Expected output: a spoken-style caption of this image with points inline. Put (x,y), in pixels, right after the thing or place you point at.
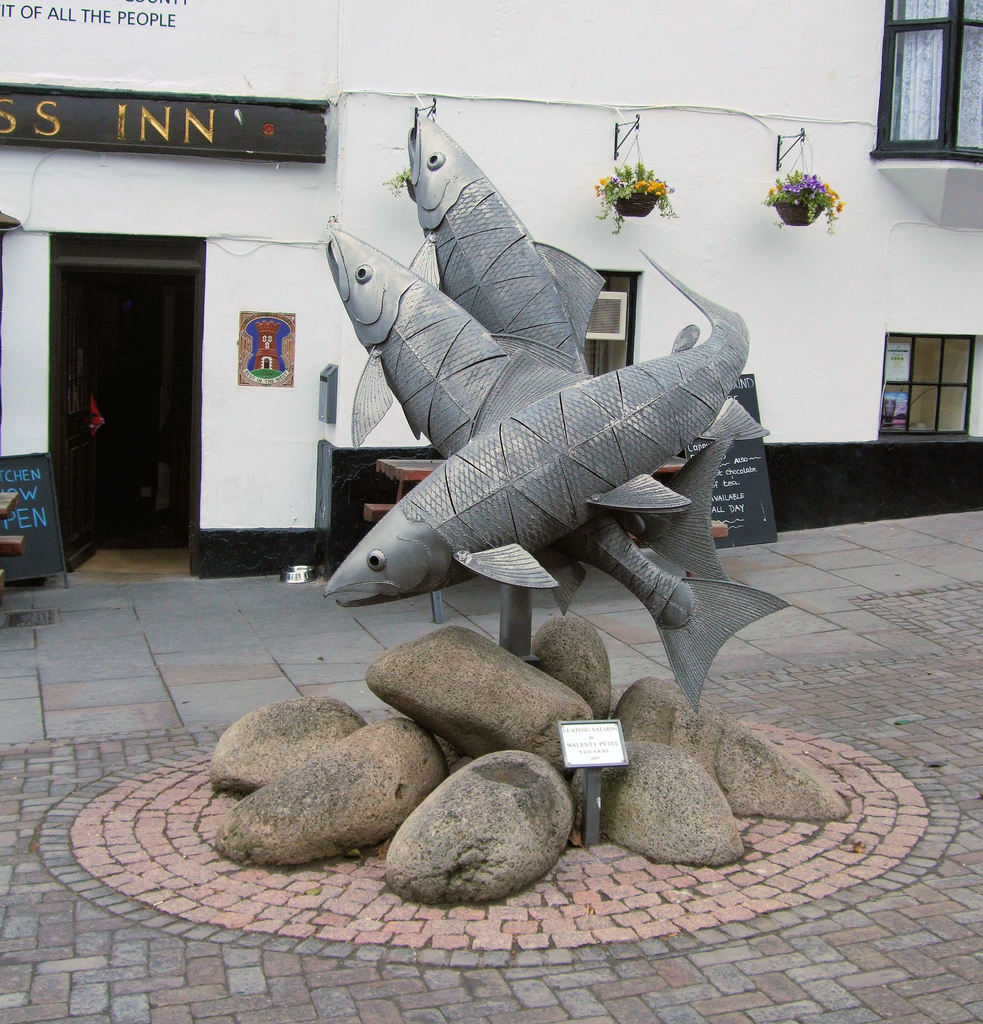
In this picture I can see a sculpture of fishes (725,326), there are boards (15,496), rocks (501,726), and in the background (830,312) there is a building (950,472) with windows (892,142) and there are plants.
